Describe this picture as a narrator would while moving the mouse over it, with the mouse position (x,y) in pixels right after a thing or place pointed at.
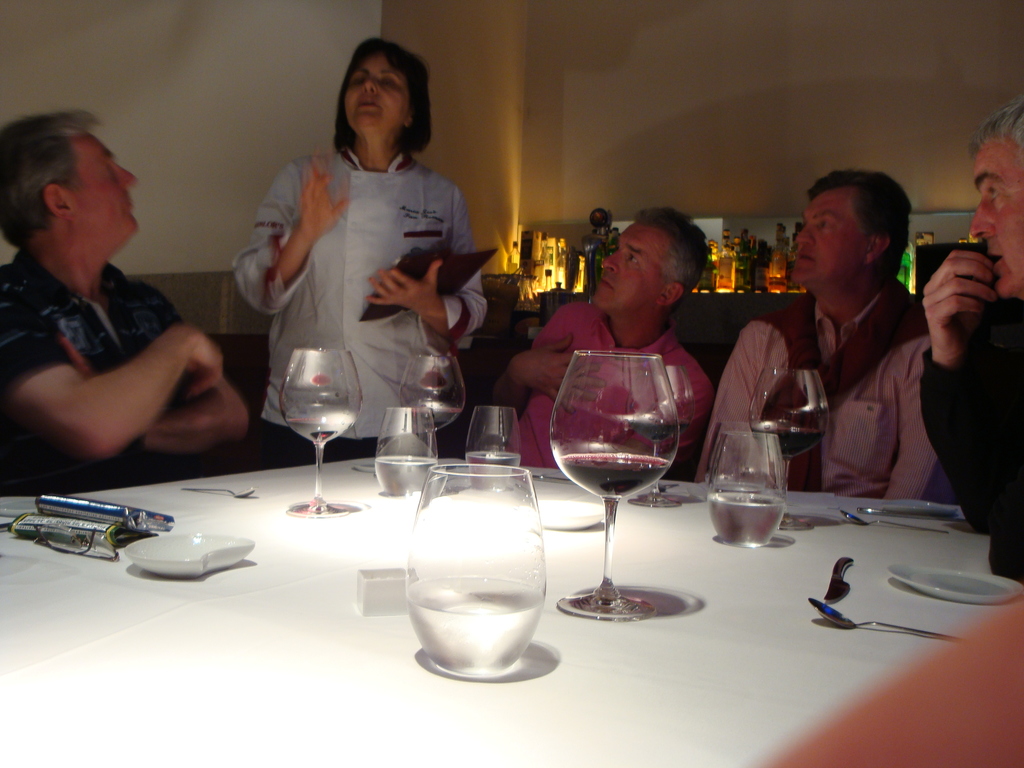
Four men (135,290) are sitting around a table (206,502). A woman (314,185) is taking the order. There are some glasses (330,423) of water (476,462) on the table (385,506). Some plates (169,545), forks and spoons (873,624) on the table (141,571).
